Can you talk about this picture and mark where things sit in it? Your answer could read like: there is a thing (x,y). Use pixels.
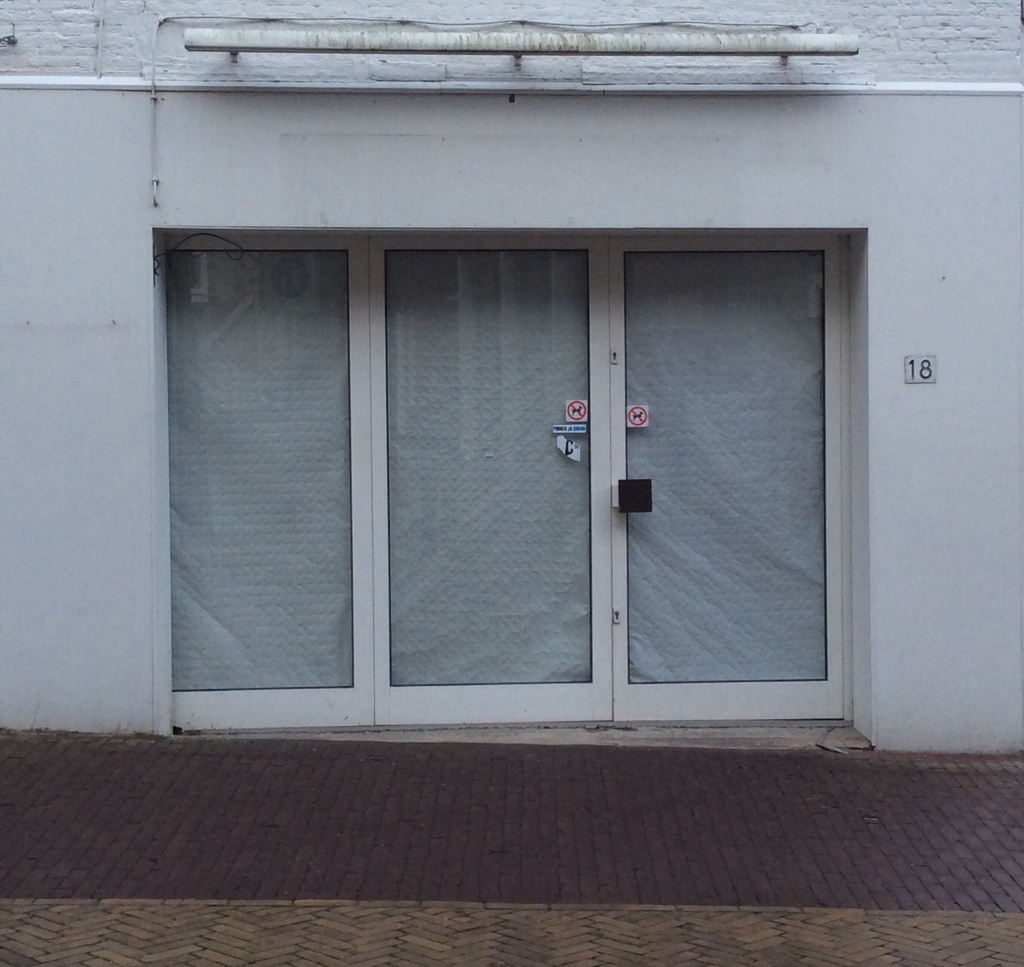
This picture is clicked outside. In the foreground (261,794) we can see a pavement (600,760). In the center (577,416) we can see the windows (537,394) and the wall (867,121) of a house (884,81). At the top (352,36) there is a metal rod (426,36).
